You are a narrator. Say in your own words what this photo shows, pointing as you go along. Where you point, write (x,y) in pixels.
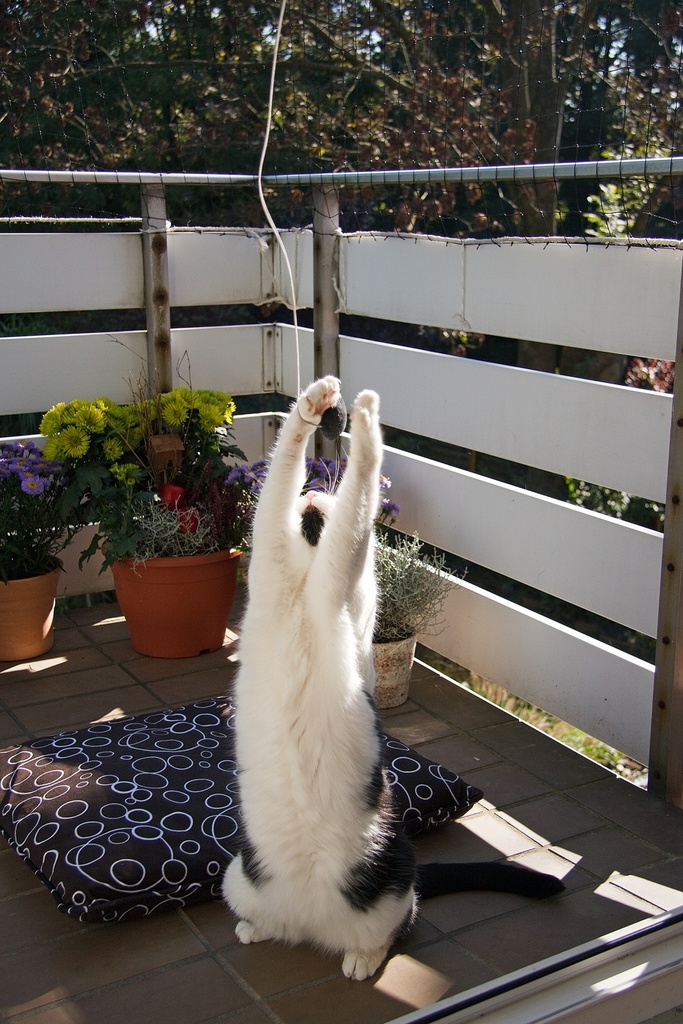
In this image there is a cat (271,645), beside the cat (262,698) there is a pillow (24,771) and few flower pots (230,560) on the balcony (128,649) of a building (681,921), there is a fence (447,310). In the background (405,85) there are trees (333,96).
